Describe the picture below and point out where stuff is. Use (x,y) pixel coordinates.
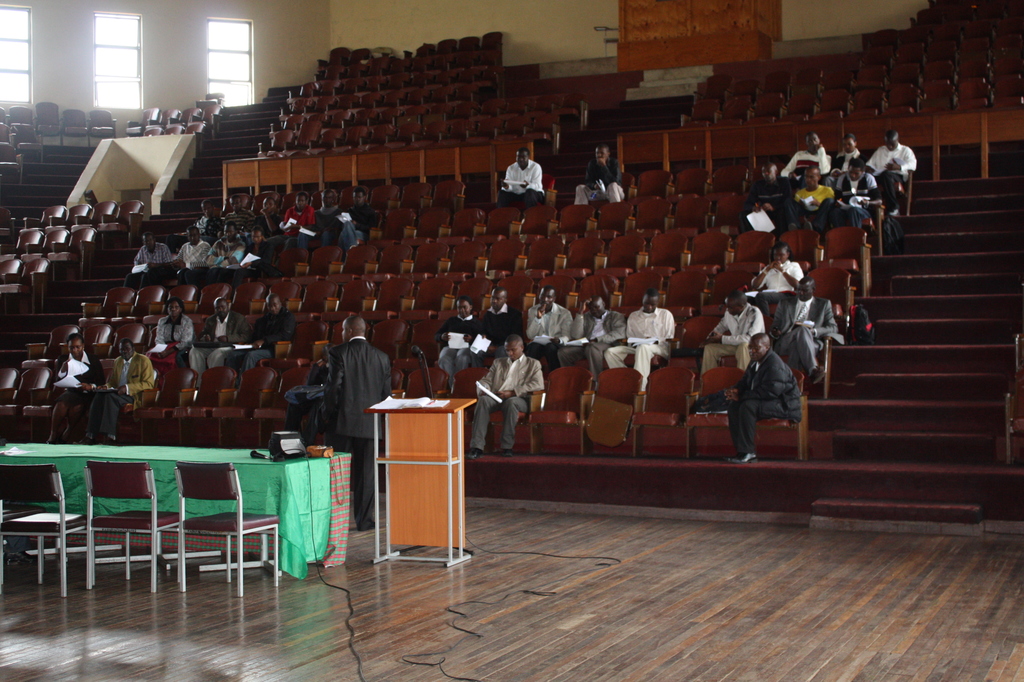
Picture of an auditorium (304,248). This are steps (966,221) and chairs (441,317). Persons (852,176) are sitting on a chair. On floor (424,595) there is a table (136,537), chairs (89,530) and podium (399,476). This man (353,336) is standing. On table (246,463) there is a device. This are windows (103,50).
